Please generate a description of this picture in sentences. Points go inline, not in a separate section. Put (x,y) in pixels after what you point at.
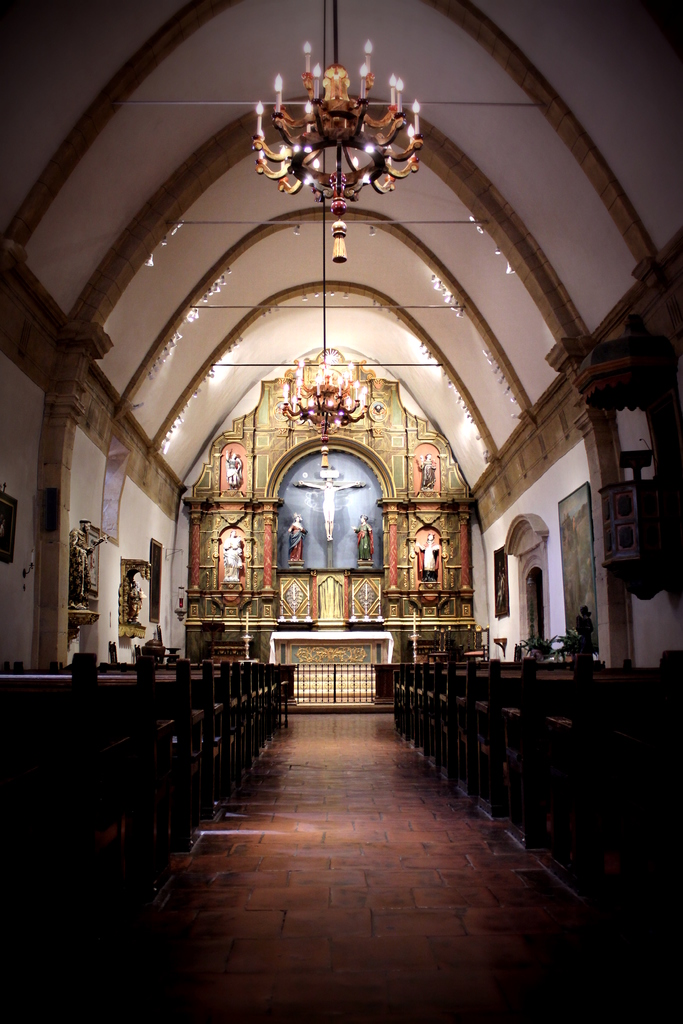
In this image we can see an inside view of the building (430,798), in which we can see some statues (297,532). On the left (75,782) and right side of the image (490,707) we can see some benches (230,727) placed on the ground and some photo frames (581,572) on the wall (553,572). At the top of the image (340,85) we can see a chandelier (340,99).
